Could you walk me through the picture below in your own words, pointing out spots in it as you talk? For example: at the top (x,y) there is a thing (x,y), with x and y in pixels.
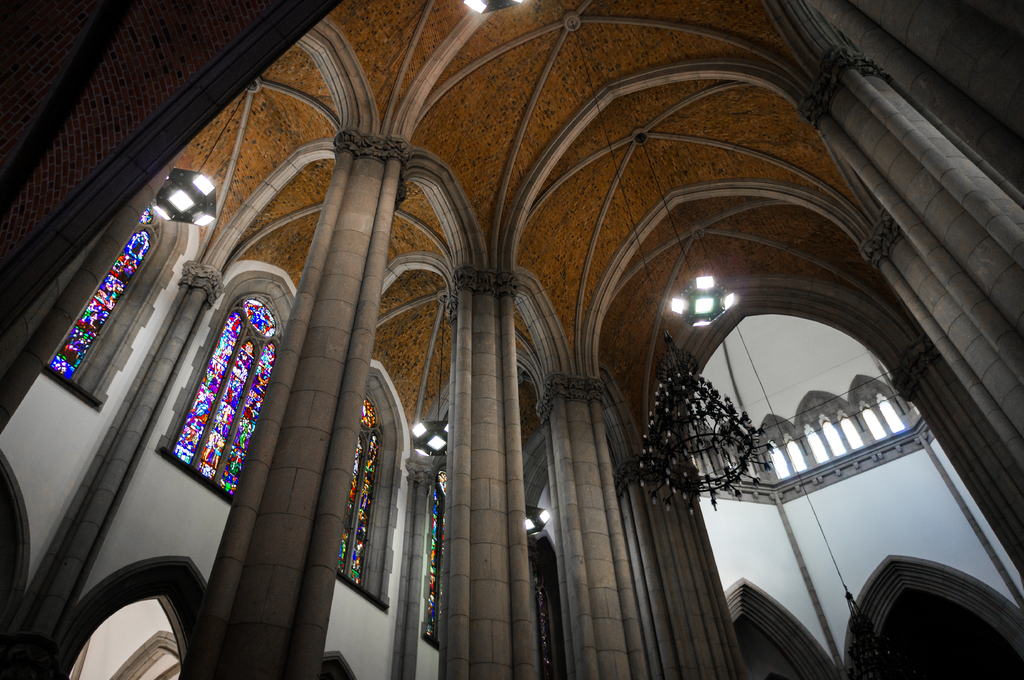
In this picture i can see the inside view of the building (250,654). At the top (198,190) i can see the lights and chandelier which is hanging from the roof (534,30). On the left (180,427) i can see many windows (203,396).
